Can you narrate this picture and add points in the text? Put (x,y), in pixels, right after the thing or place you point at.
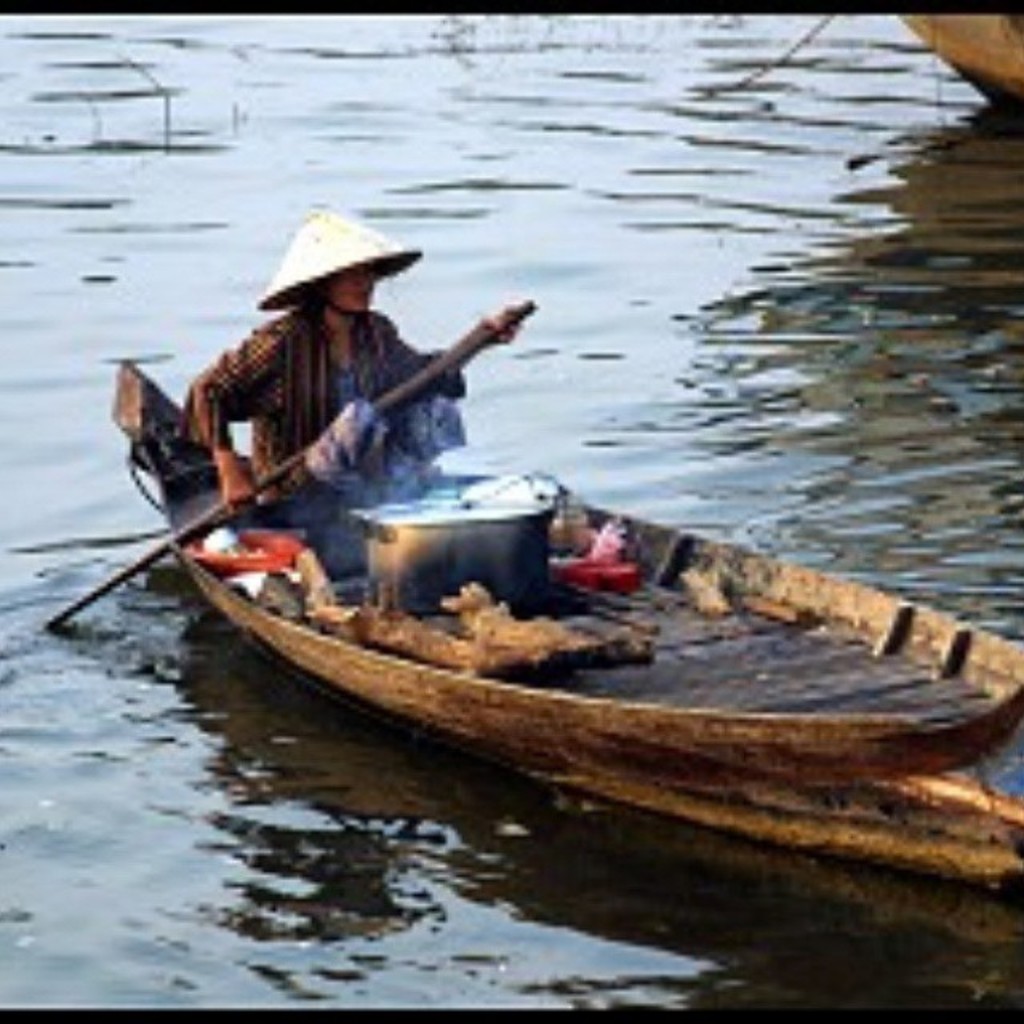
This is completely an outdoor picture. This is a river (623,112) and here we can see a partial part of the boat (970,58) is visible. Here we can see a boat (904,701) and in which one man (331,424) is sitting and riding a boat (697,704) with a paddle (387,395) in his hands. This is the vessel (433,530). This man (405,428) wore a hat (318,251) over his head (336,298).
